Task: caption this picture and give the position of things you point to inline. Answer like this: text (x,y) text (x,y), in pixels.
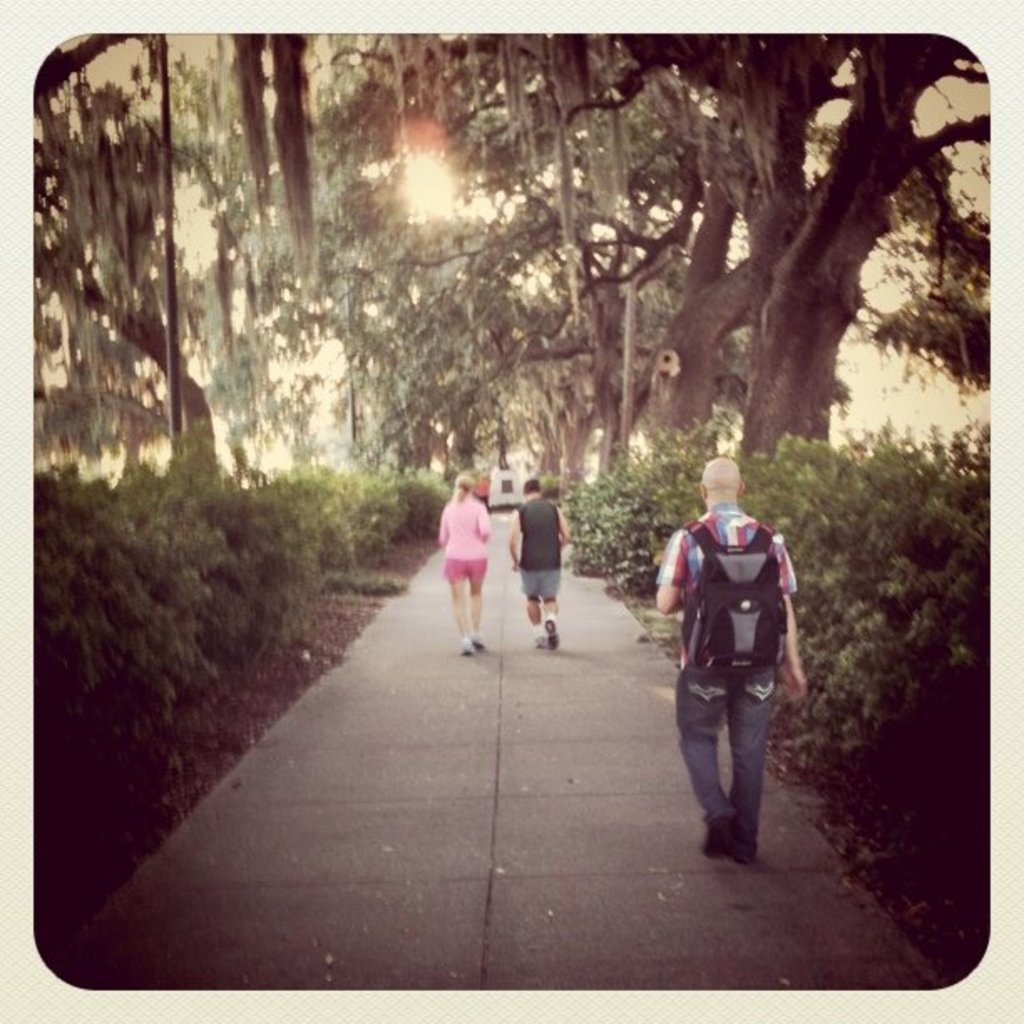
This picture shows few people (712,685) walking and a man (688,657) wore backpack (743,595) on his back (737,655) and we see trees (353,278).
